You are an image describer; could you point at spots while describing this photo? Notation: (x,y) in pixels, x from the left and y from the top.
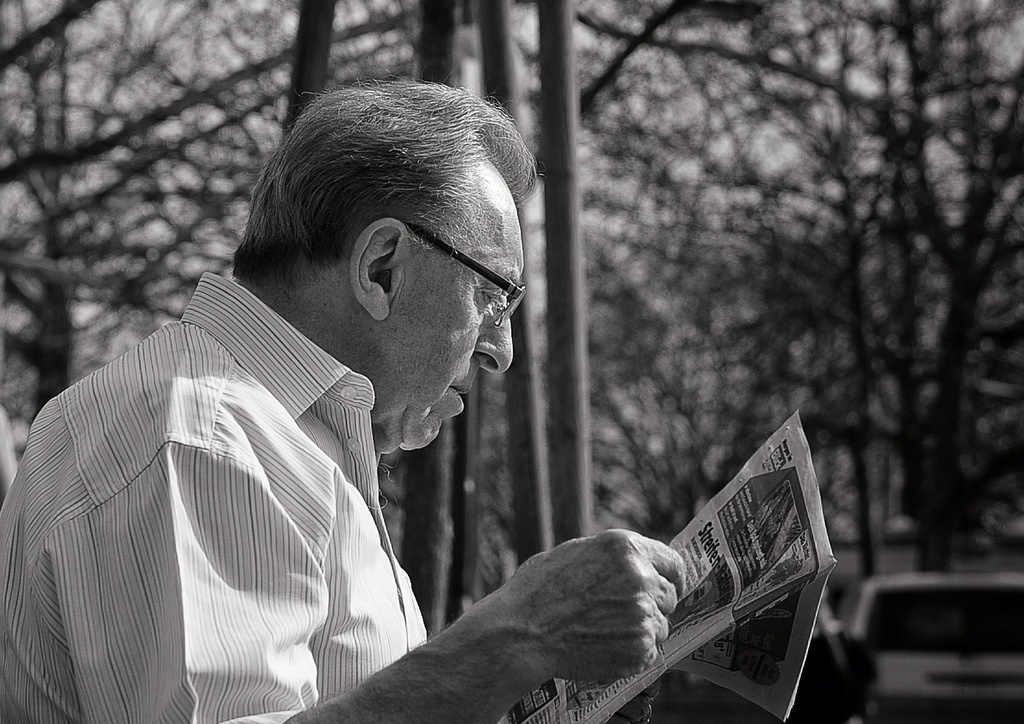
In this image we can see a person (234,499) wearing white color shirt (339,428) and spectacles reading newspaper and at the background of the image (584,212) there are some trees (866,474) and a vehicle (933,620) which is parked.
